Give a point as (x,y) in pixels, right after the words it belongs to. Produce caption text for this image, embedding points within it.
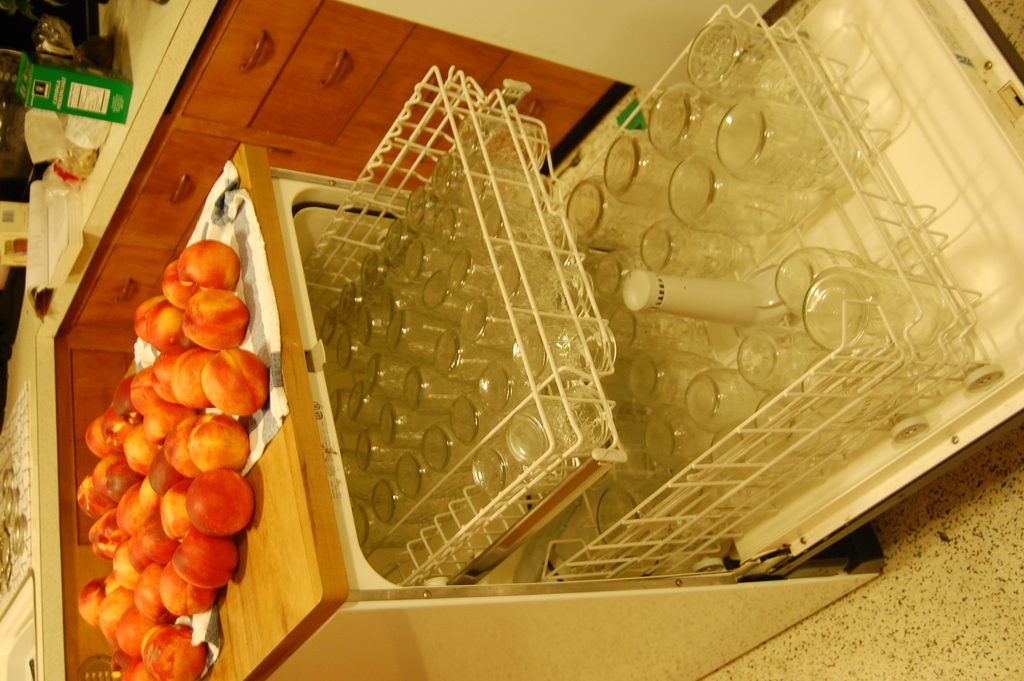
In this picture, we see the fruits (219,360) are placed on a table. In the middle (365,298), we see the dishwasher racks (474,362) in which the glasses (651,367) are placed. Beside that, we see the drawers (297,111). We see a counter top (127,141) or a table (104,209) on which a book (70,187), green color box (55,84), and white color objects (53,155) are placed.
